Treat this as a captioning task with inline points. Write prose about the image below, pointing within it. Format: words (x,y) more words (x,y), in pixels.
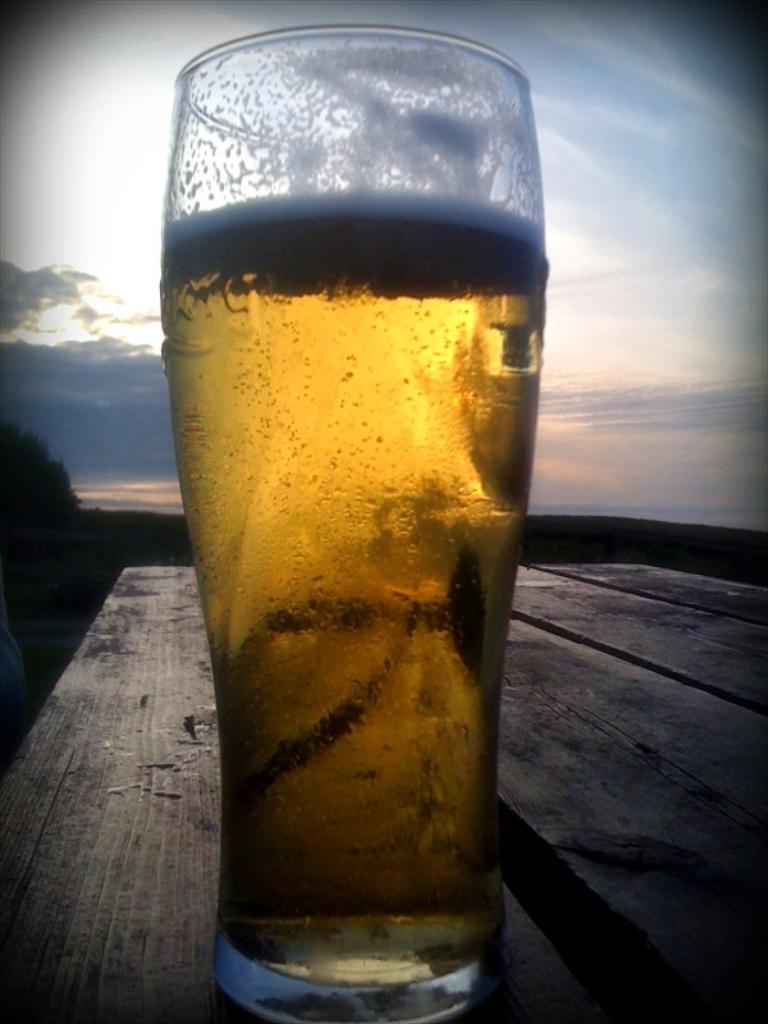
In the middle of the image (340,549), there is a glass (340,298) filled with drink (325,723), placed on the wooden table (654,583). In the background (651,509), there are clouds (26,382) in the blue sky (668,35).
